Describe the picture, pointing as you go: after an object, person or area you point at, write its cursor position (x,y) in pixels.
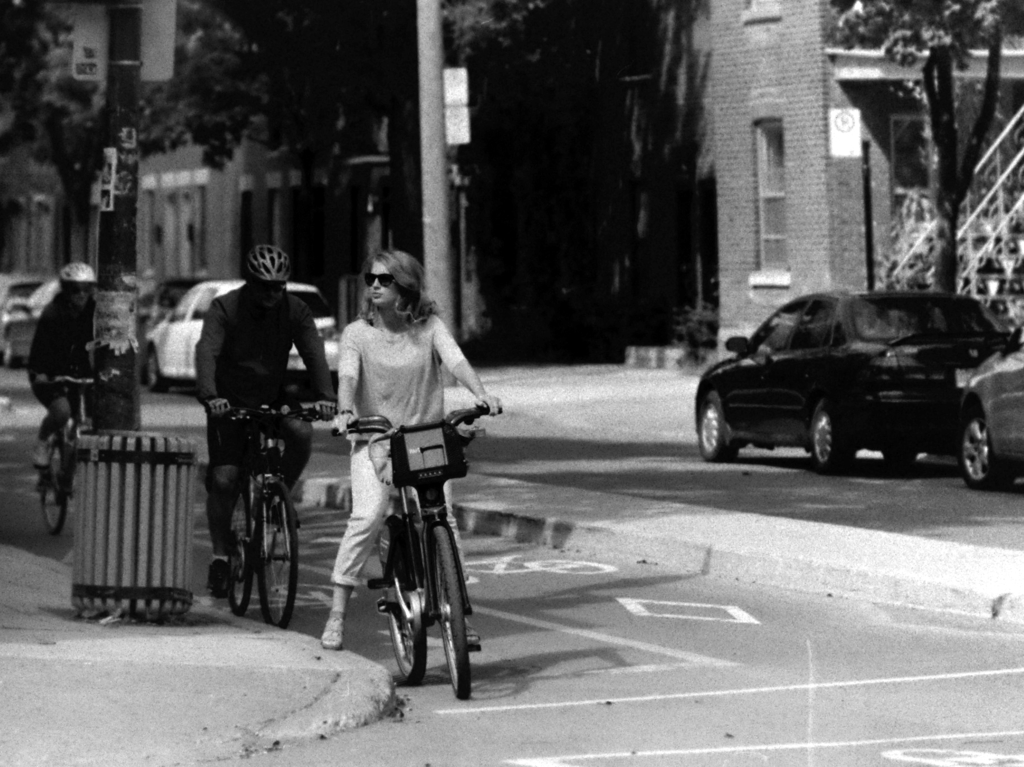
Two women (53,330) and a man (256,383) are riding bicycles (264,516) on road (475,582). There are few cars (953,435) parked beside the road (173,405). There few trees (201,84) and a building (804,33) in the background (744,14).
